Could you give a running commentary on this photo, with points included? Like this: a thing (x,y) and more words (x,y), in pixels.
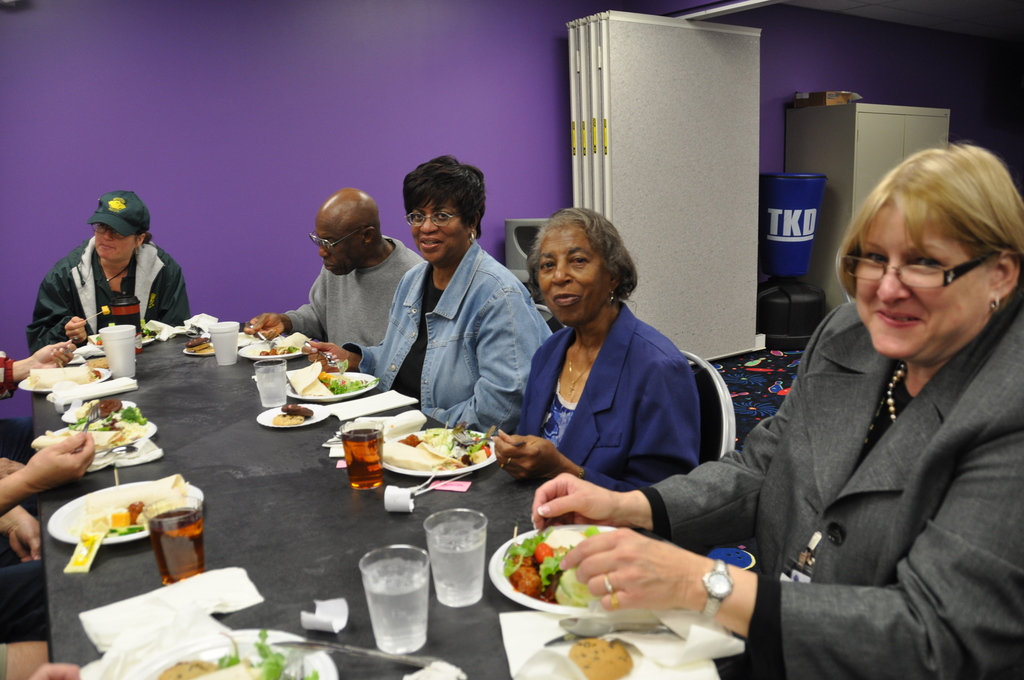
In this image i can see a group of people (411,351) sitting on chairs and eating food (353,391). On the table (168,413) i can see a few plates (78,519) and few glasses of water (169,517). In the background (180,129) i can see a purple color wall (192,103). In the right side of the image (871,124) i can see a cupboard (828,133).
